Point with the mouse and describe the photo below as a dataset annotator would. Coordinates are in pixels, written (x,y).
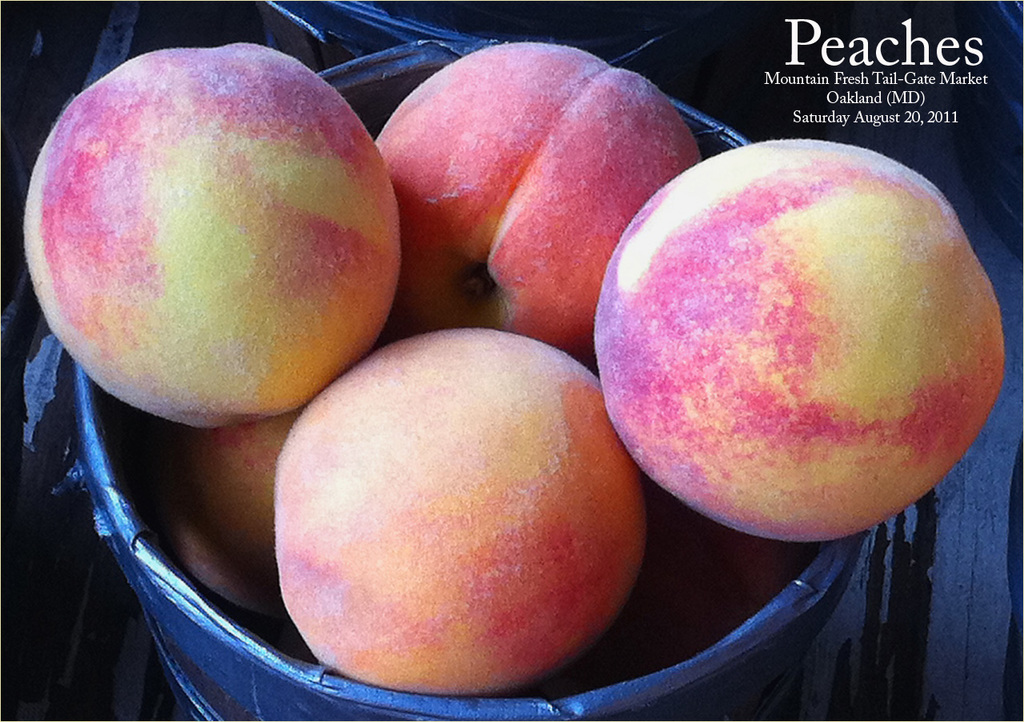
In this image we can see two baskets (152,593), some peaches (291,425) in one basket (366,86), one object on the surface (813,3) and at the right top corner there is some text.
